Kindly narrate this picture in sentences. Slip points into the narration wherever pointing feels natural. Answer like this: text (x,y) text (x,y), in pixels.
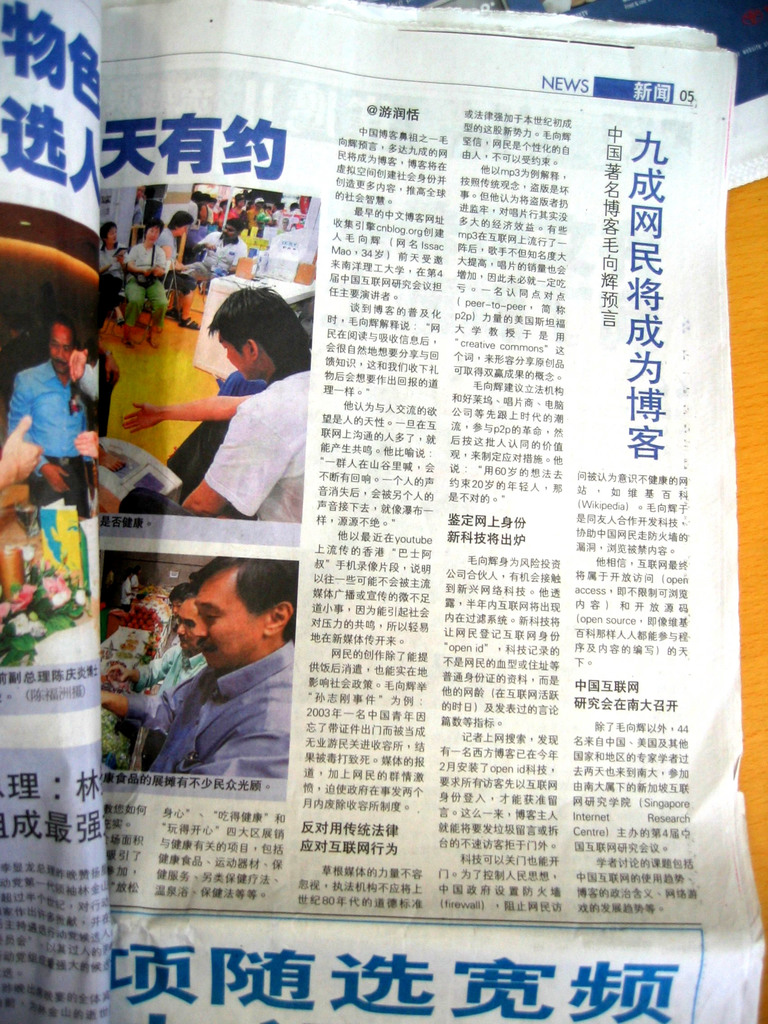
In this image there are newspapers (279,679) with some text (349,383) and pictures (248,358).
